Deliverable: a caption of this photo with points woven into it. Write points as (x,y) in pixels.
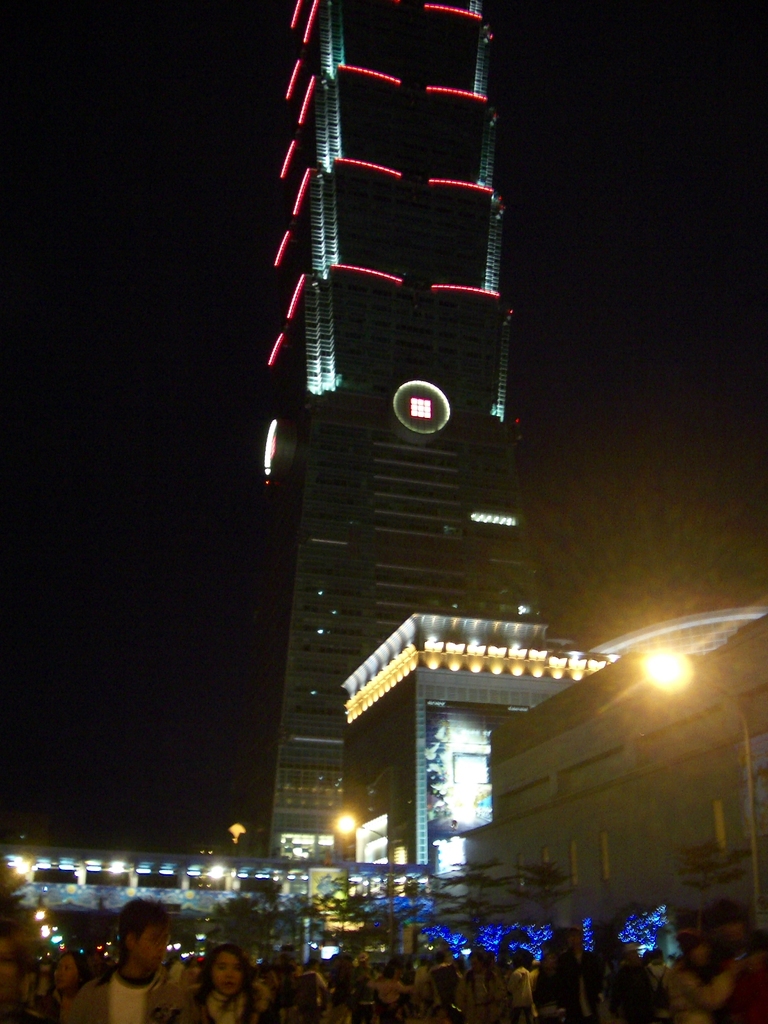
This is clicked at night time, in the image there is building (465,290) with lights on it, in the front (96,1016) there are many people (400,1020) walking on the street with trees (517,941) behind it in front of the buildings (468,819).
